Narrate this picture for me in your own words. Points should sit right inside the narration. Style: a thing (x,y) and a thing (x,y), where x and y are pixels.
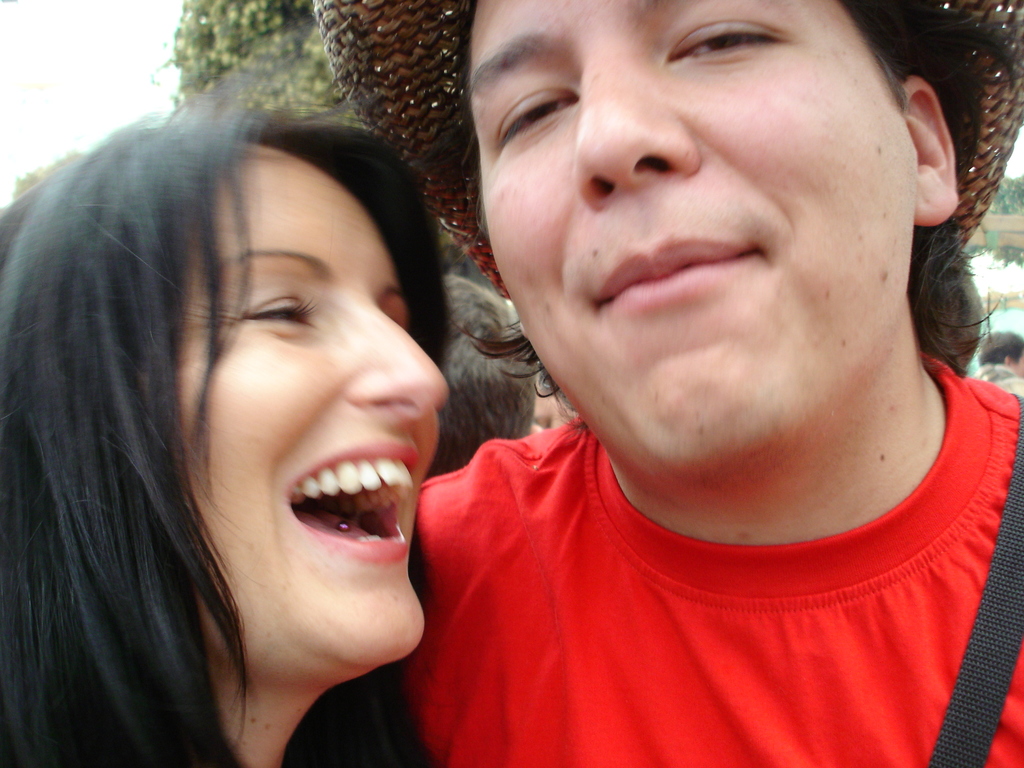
In this image I can see a woman (282,414) and a man (602,474). I can see he is wearing red t shirt (785,670) and hat (430,64). I can also see smile (395,479) on her face (356,572).
